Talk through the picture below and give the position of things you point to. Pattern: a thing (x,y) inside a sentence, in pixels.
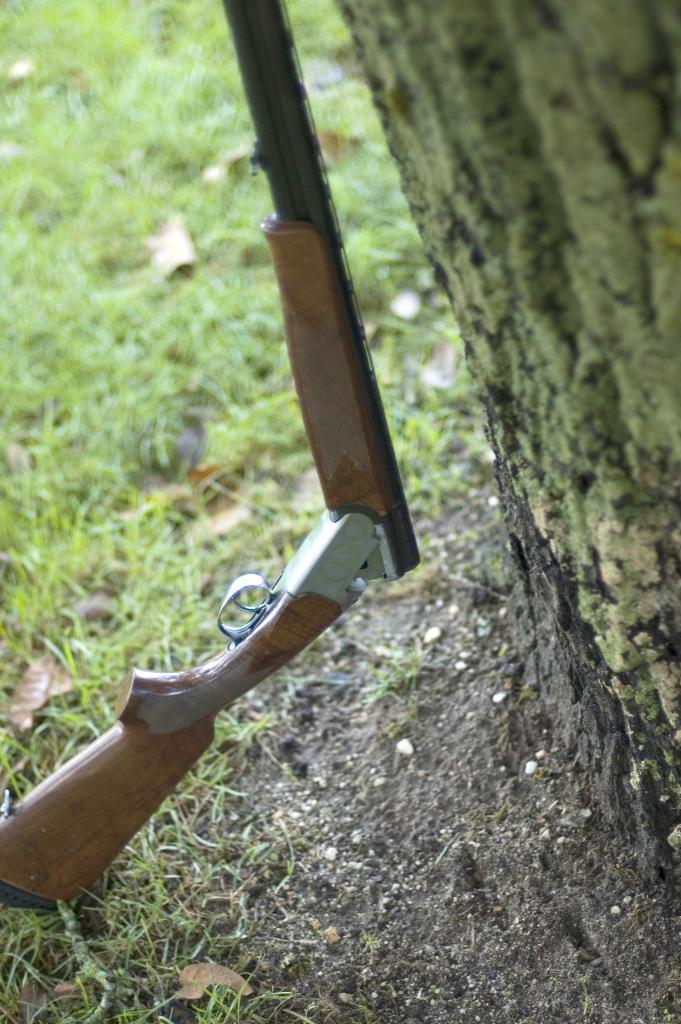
In this image I can see there is a gun (359,414) on the grass (163,330). And there is a trunk (559,233).
